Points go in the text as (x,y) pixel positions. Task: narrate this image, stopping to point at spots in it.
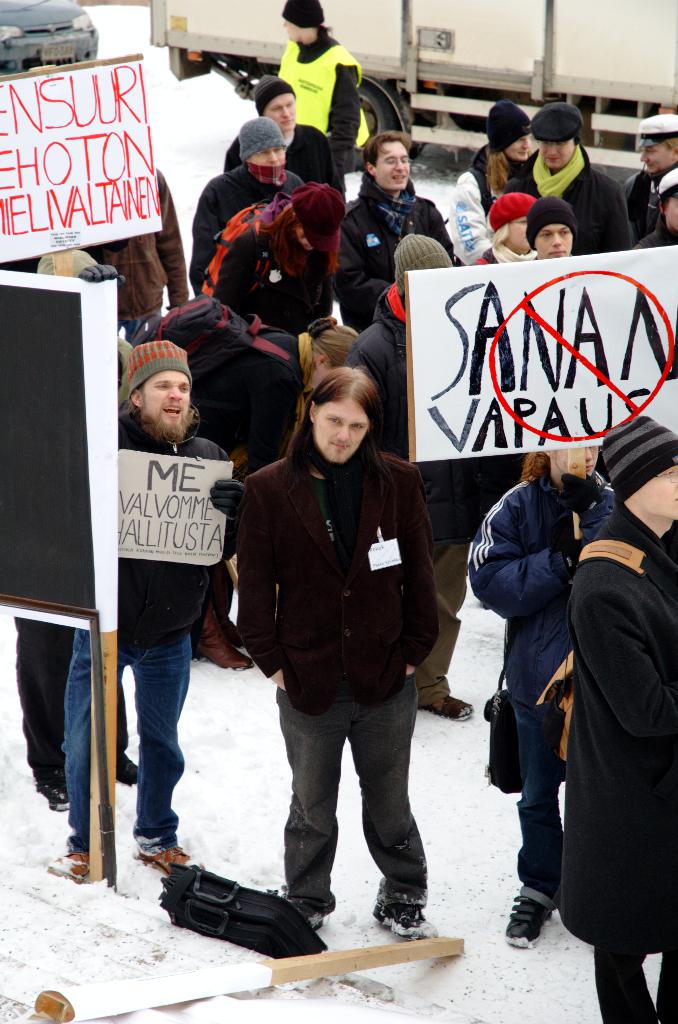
In this image, we can see some people (264,655) standing and they are holding banners (210,557). There is snow (105,967) on the ground (130,976), we can see a truck (498,59) and a car (34,50).
